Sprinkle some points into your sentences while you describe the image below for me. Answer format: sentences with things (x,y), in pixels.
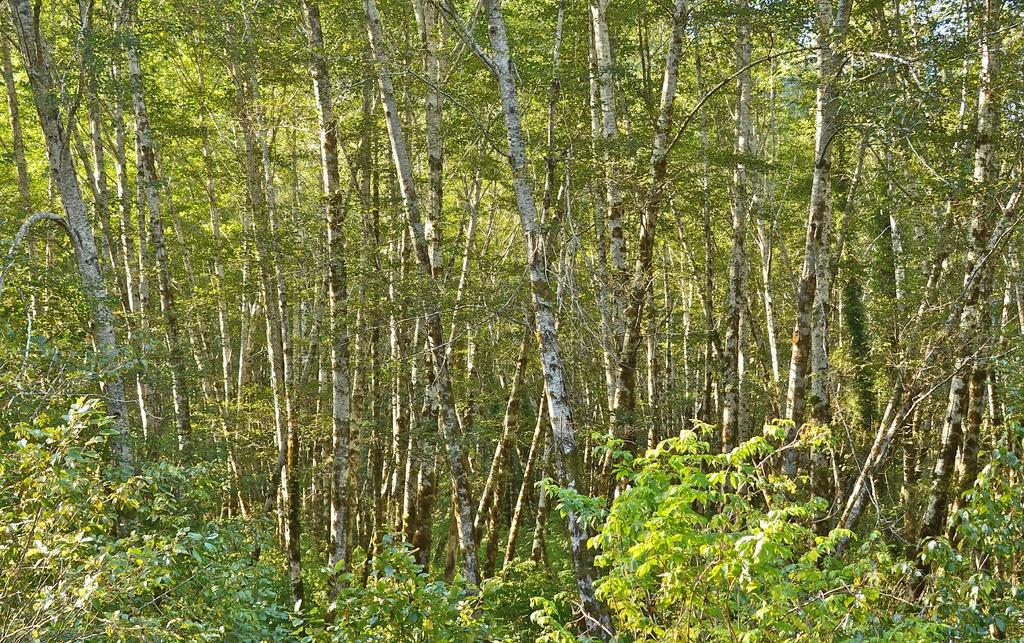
In this image I can see the trees (285,497) in green color. Background (923,19) the sky (939,11) is in white color.
